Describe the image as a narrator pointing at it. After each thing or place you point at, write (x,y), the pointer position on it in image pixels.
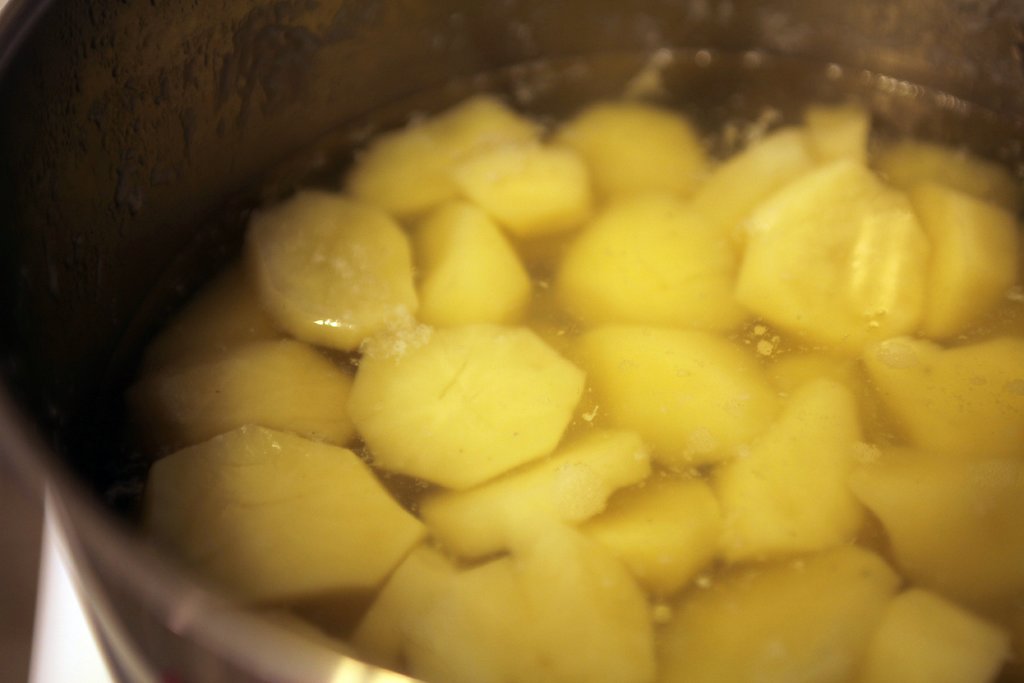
We can see slices of a food item (440,414) in the water (404,334) in a pot (97,297).
